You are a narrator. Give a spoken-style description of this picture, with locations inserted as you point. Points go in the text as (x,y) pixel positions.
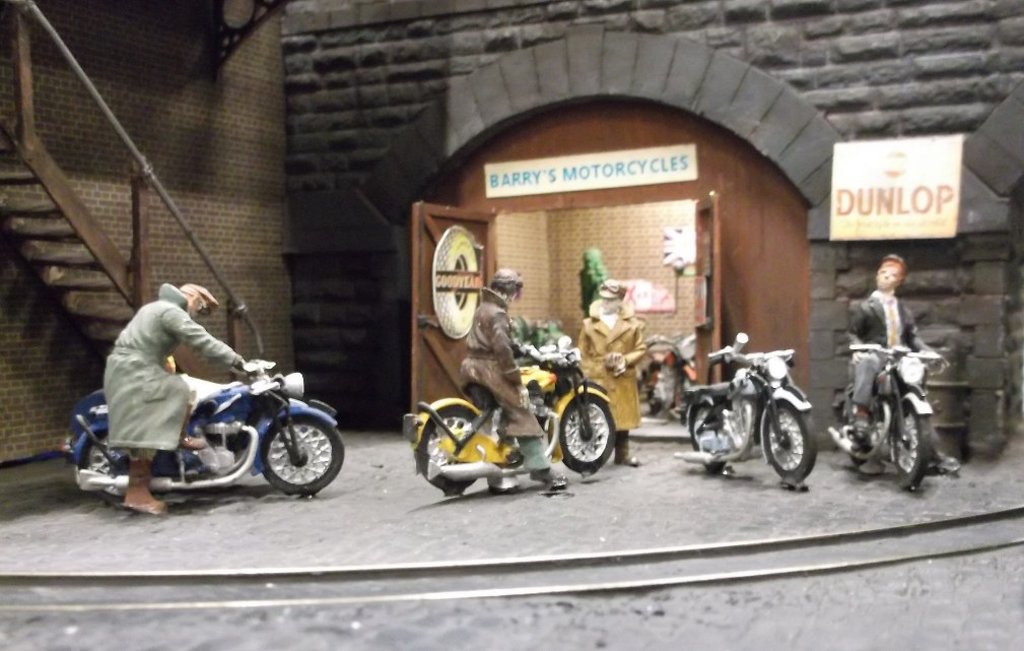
In this image there is a person (504,352) riding a bike (485,473). We can see a brick wall (338,284) and the stairs (58,225).
